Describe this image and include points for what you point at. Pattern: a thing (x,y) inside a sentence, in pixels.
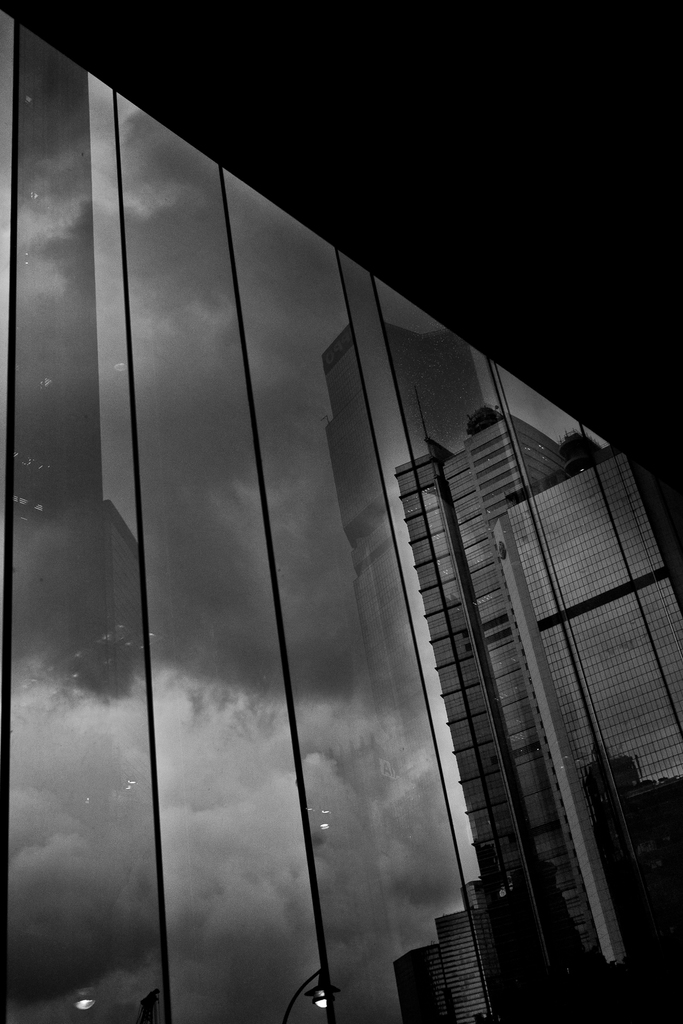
This is a black and a white picture. In this picture we can see a glass (270,977). Through this glass (167,774), we can see the reflection (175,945) of lights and buildings (363,428). We can see the buildings (468,592) and the sky (240,828) is cloudy.
